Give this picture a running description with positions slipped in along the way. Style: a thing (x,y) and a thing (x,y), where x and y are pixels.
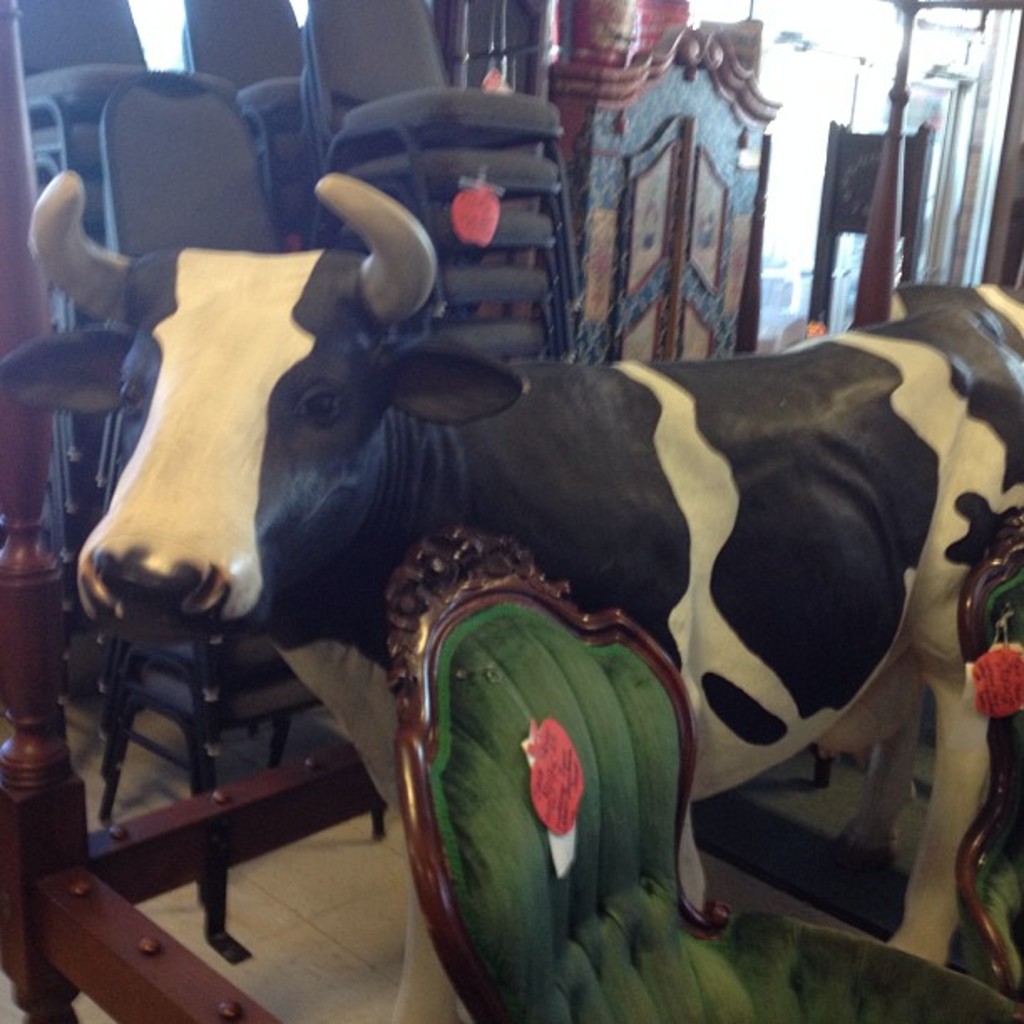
There is a chair (500,894) at the bottom of this image (580,890), And we can see a statue of cow (446,509) in the middle of this image (442,469). There are some chairs (326,116) and wooden things (709,172) are present at the top of this image (672,132).
